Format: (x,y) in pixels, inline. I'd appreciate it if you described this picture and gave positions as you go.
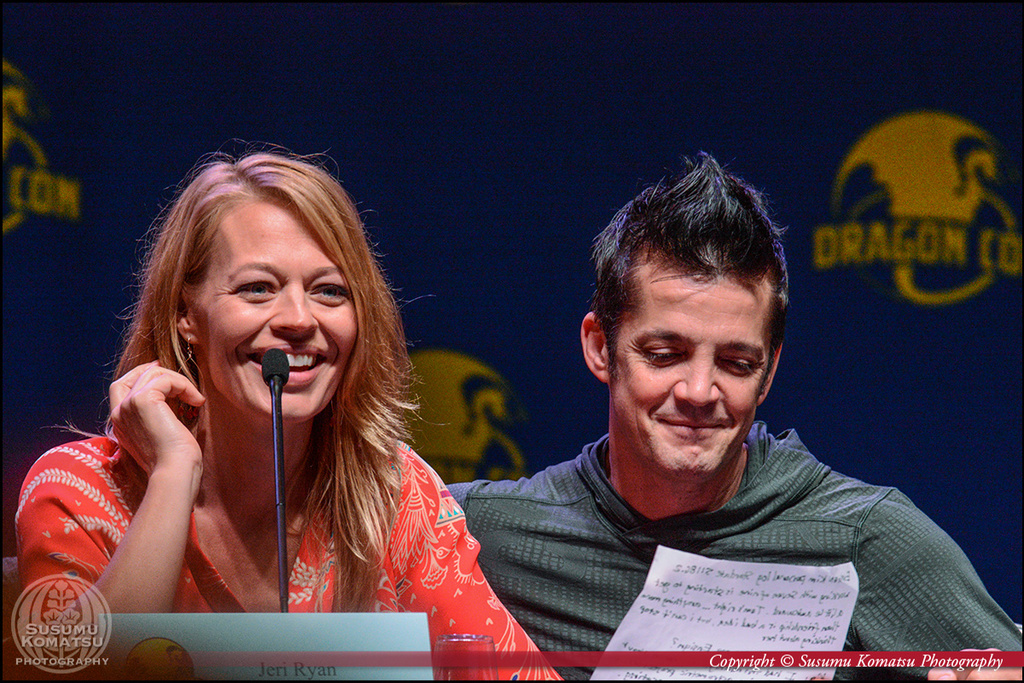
In the middle of the image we can see a microphone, glass (439,654) and paper (663,651). Behind them two persons (455,579) are sitting and smiling. At the top of the image (513,5) we can see a banner (341,11).
